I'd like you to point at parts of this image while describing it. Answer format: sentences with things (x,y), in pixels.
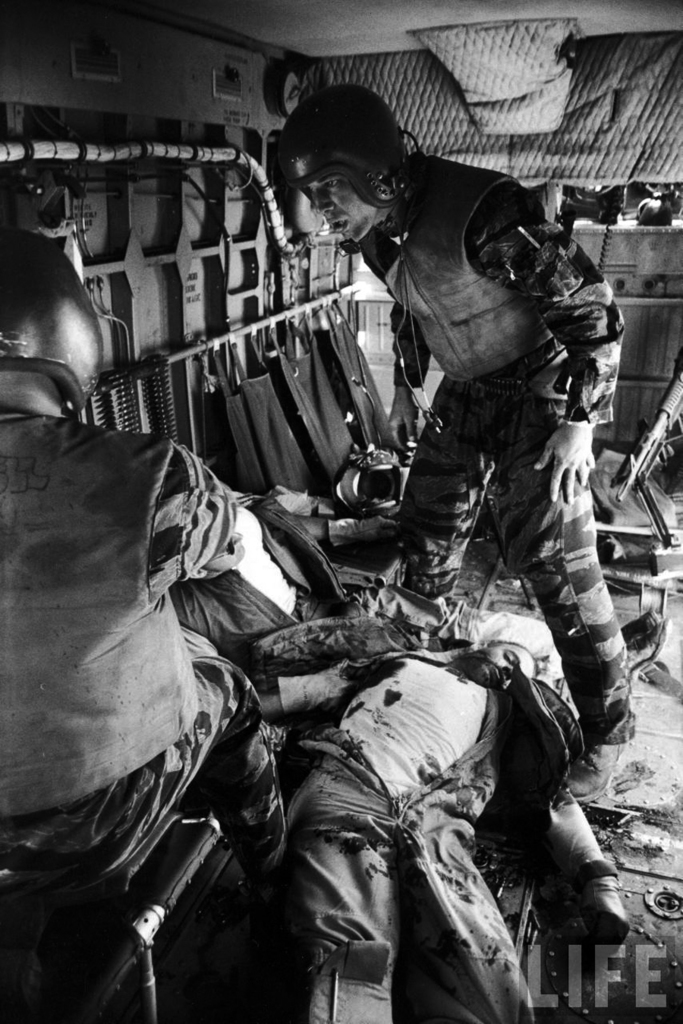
In the center of the image (437,546) we can see a man (447,313) standing. On the left (138,774) there is a person (84,763) sitting. At the bottom (330,959) we can see a man (375,976) lying. In the background (197,365) there is a wall (143,305) and we can see some equipment (268,454). on the right (641,462) there is a rifle (645,469).
